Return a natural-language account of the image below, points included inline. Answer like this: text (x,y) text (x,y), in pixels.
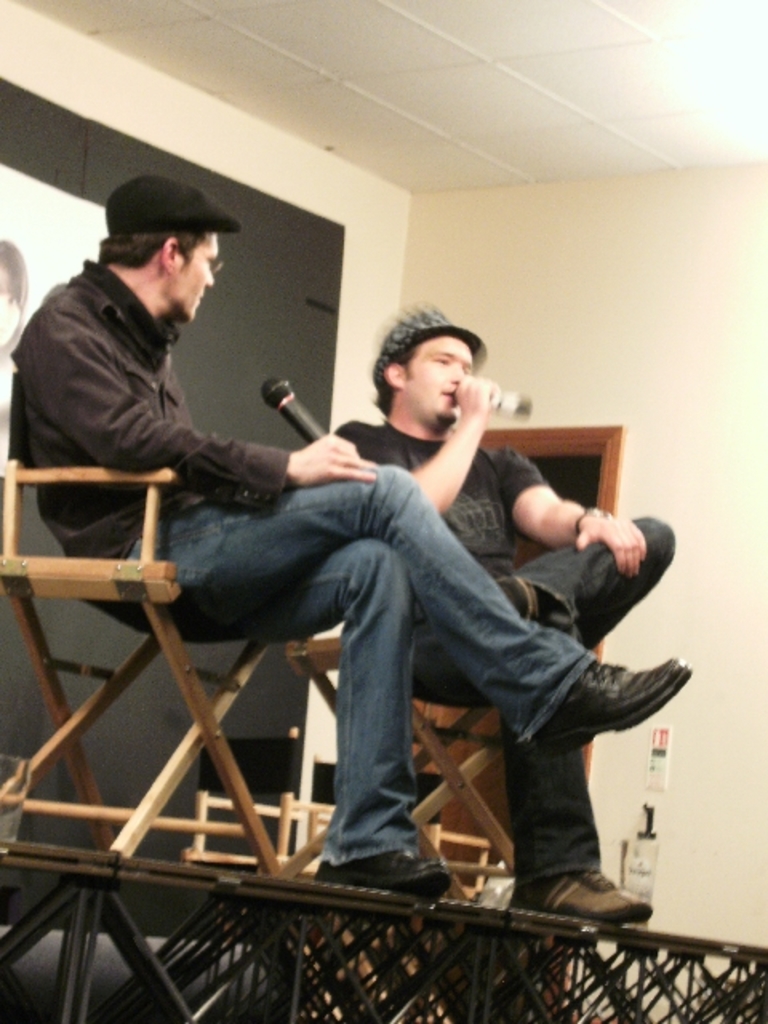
This image is taken indoors. In the background (307,284) there is a wall (540,334) with a door (569,450) and there is a picture frame (65,229) on it. At the bottom of the image (187,878) there is a dais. In the middle of the image (377,631) two men (211,604) are sitting on the chairs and they are holding mics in their hands (290,473).
